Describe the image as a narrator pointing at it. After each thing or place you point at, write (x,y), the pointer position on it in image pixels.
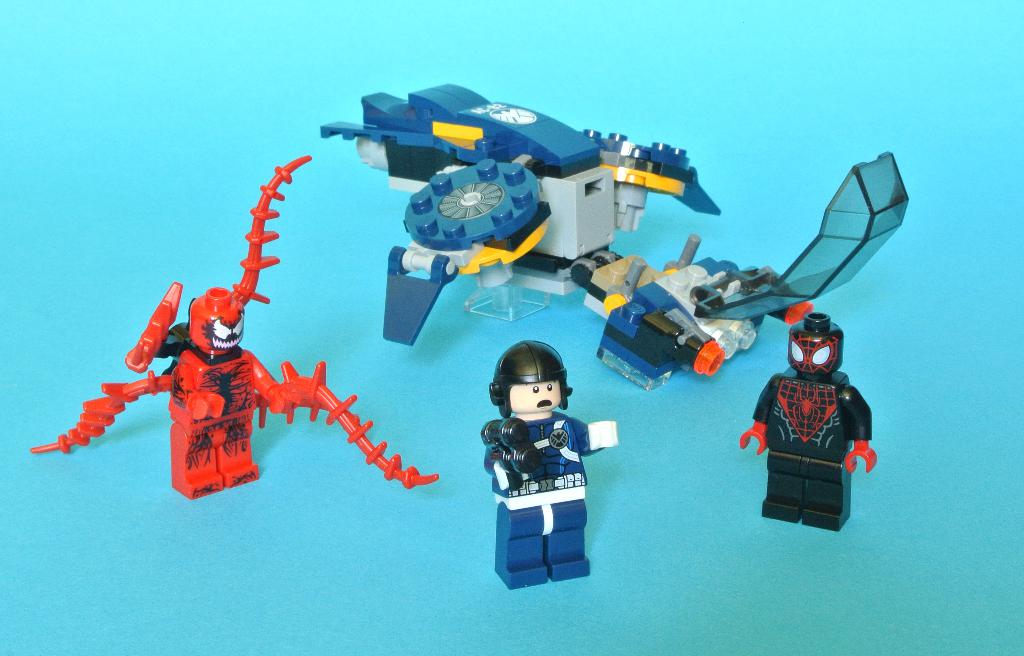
In this picture I can see few miniatures (523,448) and I can see blue color background (762,166).
